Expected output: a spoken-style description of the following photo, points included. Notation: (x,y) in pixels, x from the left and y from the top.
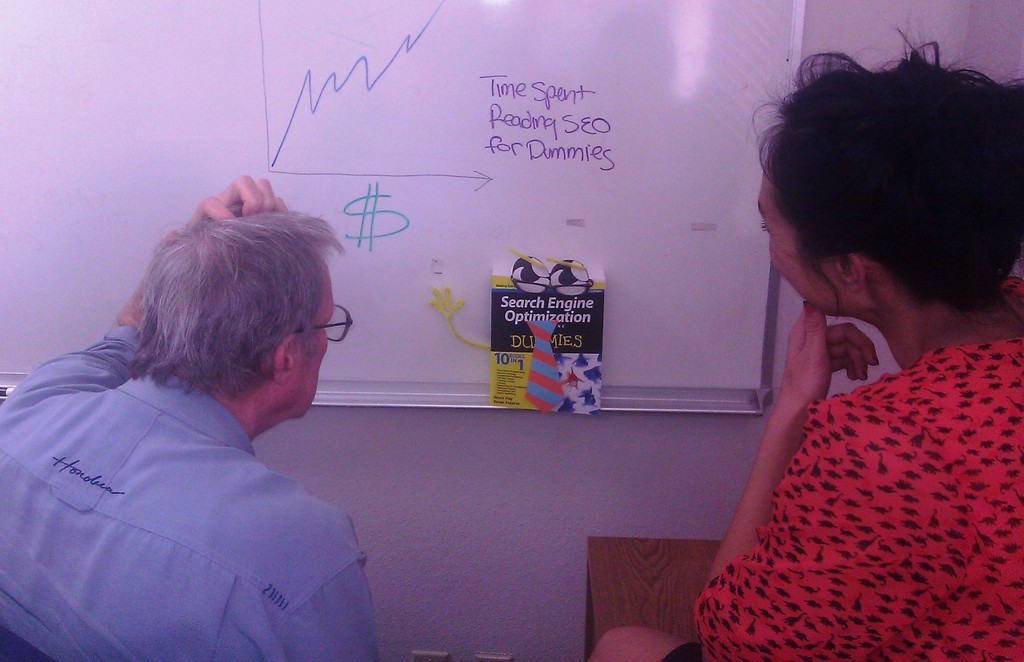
This image is taken indoors. On the right side of the image (901,306) there is a woman (881,414). On the left side of the image (186,424) there is a man (207,532). In the background (448,520) there is a wall (612,494) and there is a board (396,80) with text (494,131) on it and there is a book (536,311).
